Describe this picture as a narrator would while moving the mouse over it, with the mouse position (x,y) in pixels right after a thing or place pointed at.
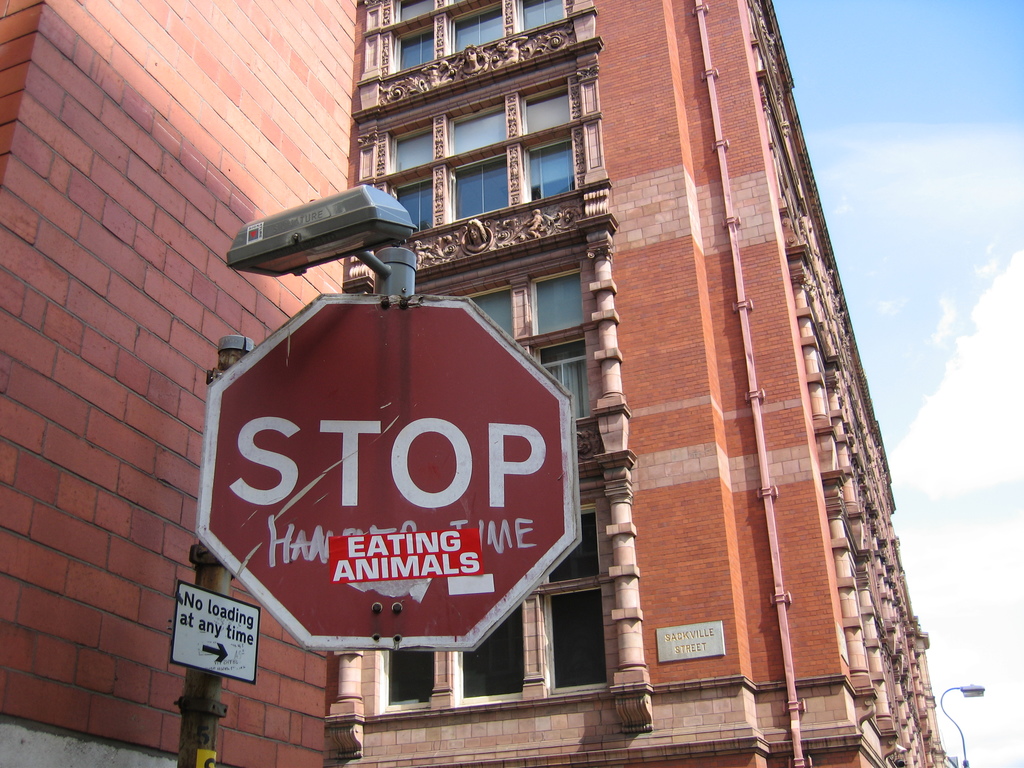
In the center of the image (502,317) a building (562,156) is there. On the left side of the image (251,518) we can see a light (296,229), sign boards (275,553), pole (212,728) and a wall (148,299) present. On the right side of the image (867,204) clouds (994,418) are present in the sky (929,392).
